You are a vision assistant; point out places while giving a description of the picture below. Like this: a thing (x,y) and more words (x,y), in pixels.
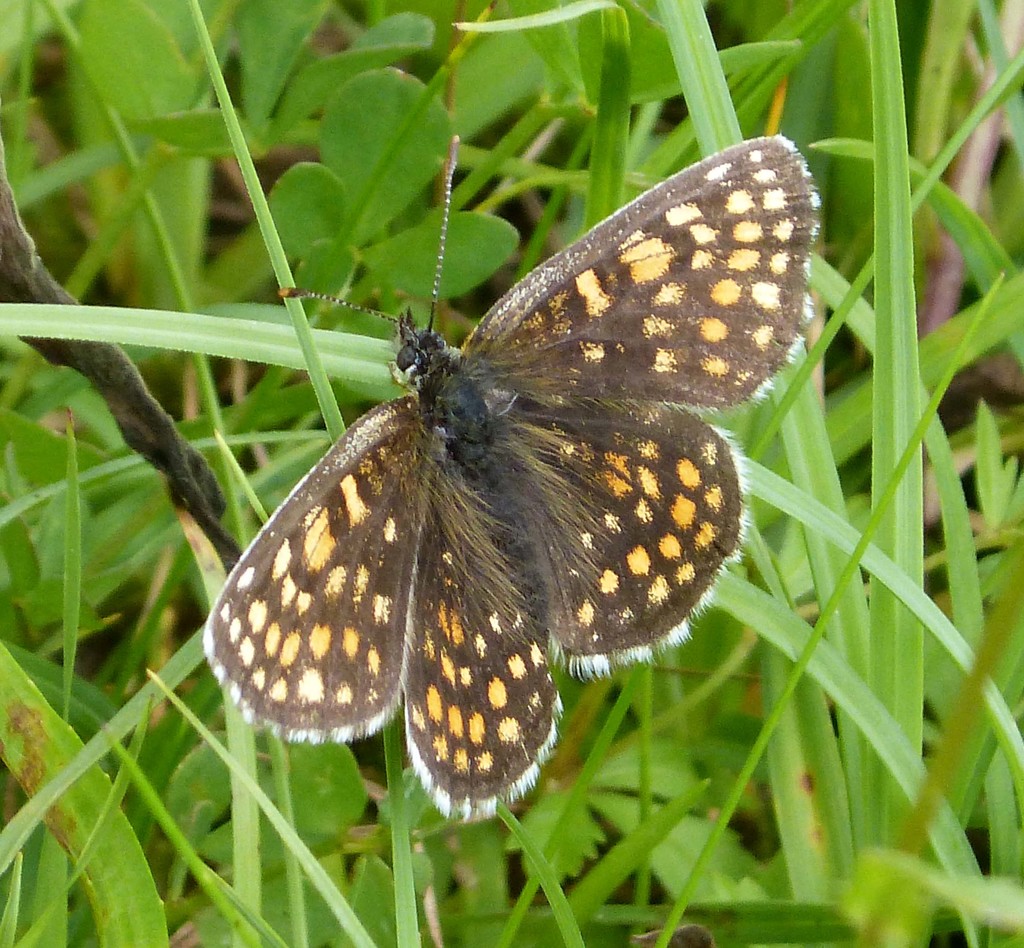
In the center of the image (413,469) a butterfly (414,427) is there. In the background of the image (839,260) leaves (829,260) are there.
